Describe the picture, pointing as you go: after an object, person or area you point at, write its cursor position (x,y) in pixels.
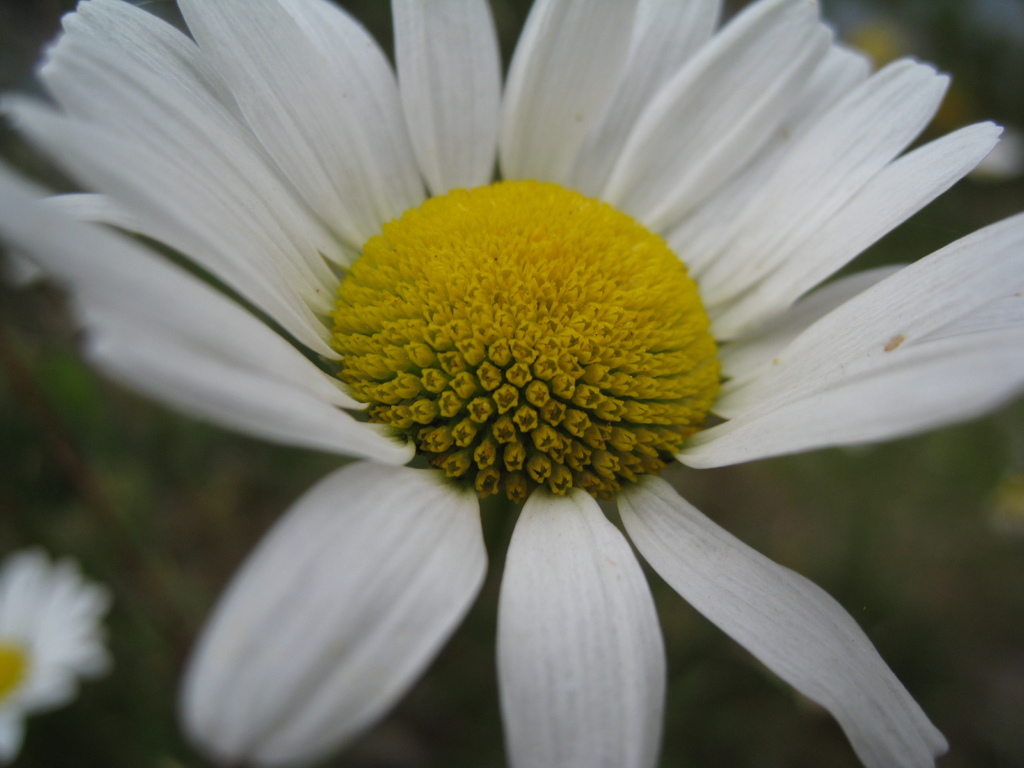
In this picture we can see the flowers (521,333). In the background (30,294) the image is blur.
